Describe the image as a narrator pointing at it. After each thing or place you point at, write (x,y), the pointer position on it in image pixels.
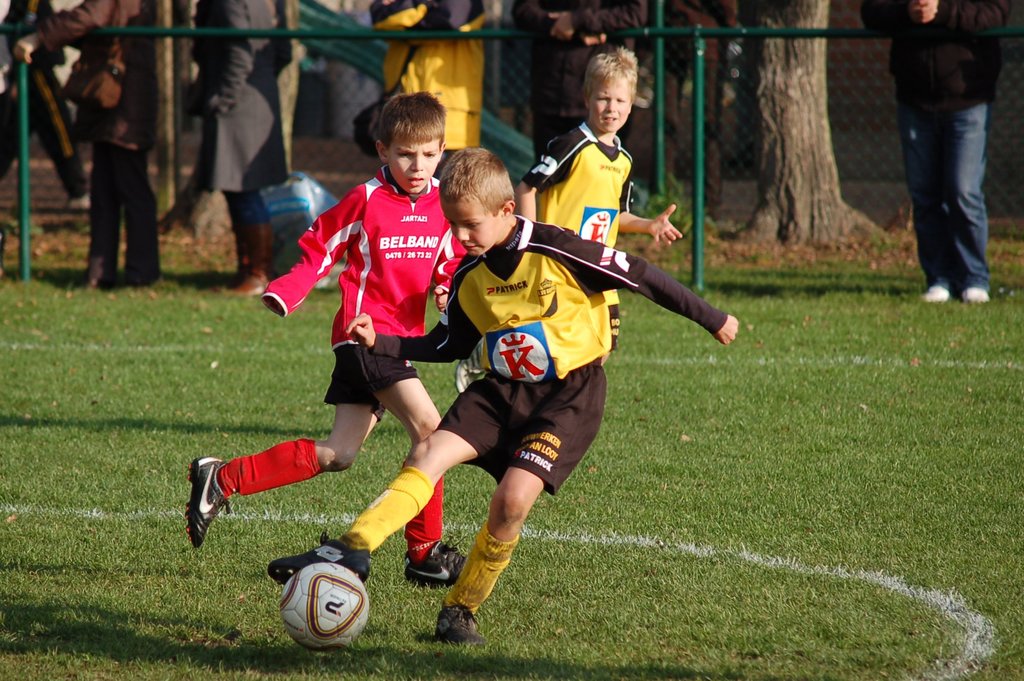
There are 3 people (505,343) playing football. Behind them there is a fence (738,147), pole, trees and few people (87,112).
